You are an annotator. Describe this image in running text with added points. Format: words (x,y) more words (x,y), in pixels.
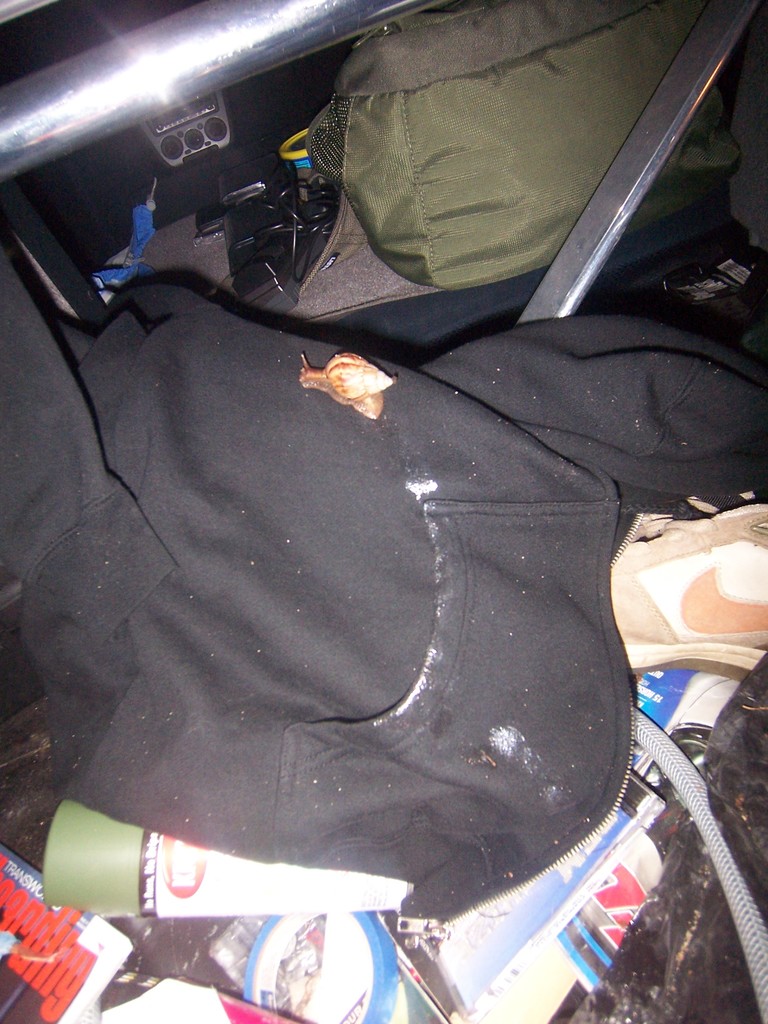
This picture seems to be clicked inside a car (154,4), there is a hoodie (616,691) in the front (428,628) with a shoe (631,571) below it along with some books (27,958) and above it seems to be metal rod (230,52) in front of car (407,301) and in front there are many controls (164,155) on the dashboard (189,166).
